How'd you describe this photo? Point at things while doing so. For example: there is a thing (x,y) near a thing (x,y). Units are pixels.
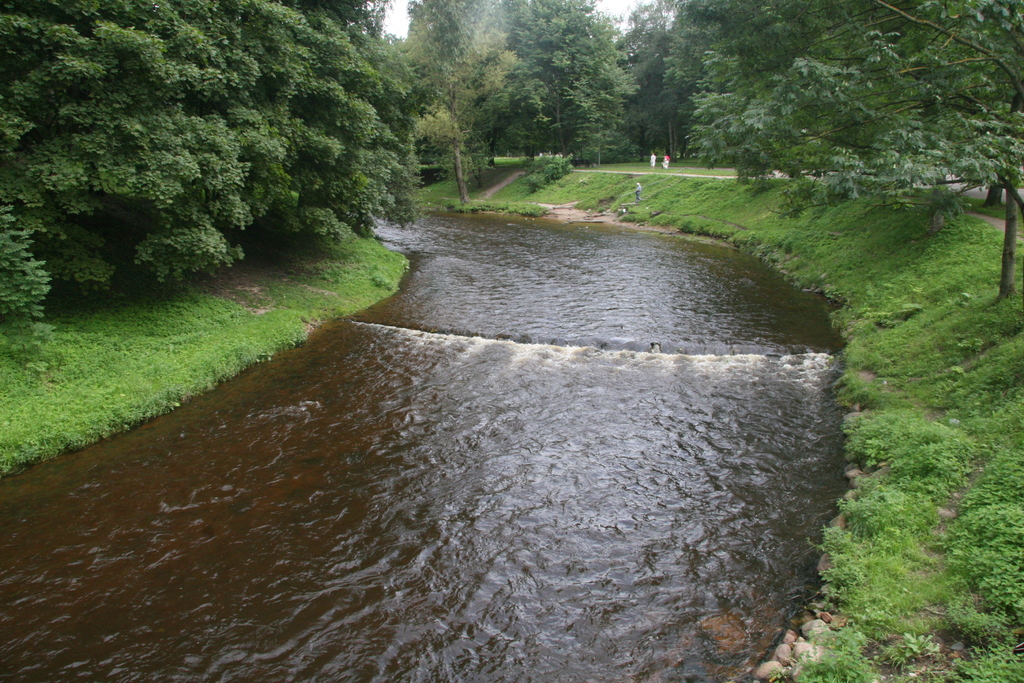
In this image there is the water (489,441) flowing on the ground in the center (583,428). To the left (323,295) there are trees (93,243) and grass (160,299) on the ground (180,317). To the right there is a road (783,172). There are a few people (652,164) walking on the ground (636,170). There is grass (902,429) on the ground (934,482). In the background (745,82) there are trees (507,47). At the top (401,20) there is the sky (616,10).
